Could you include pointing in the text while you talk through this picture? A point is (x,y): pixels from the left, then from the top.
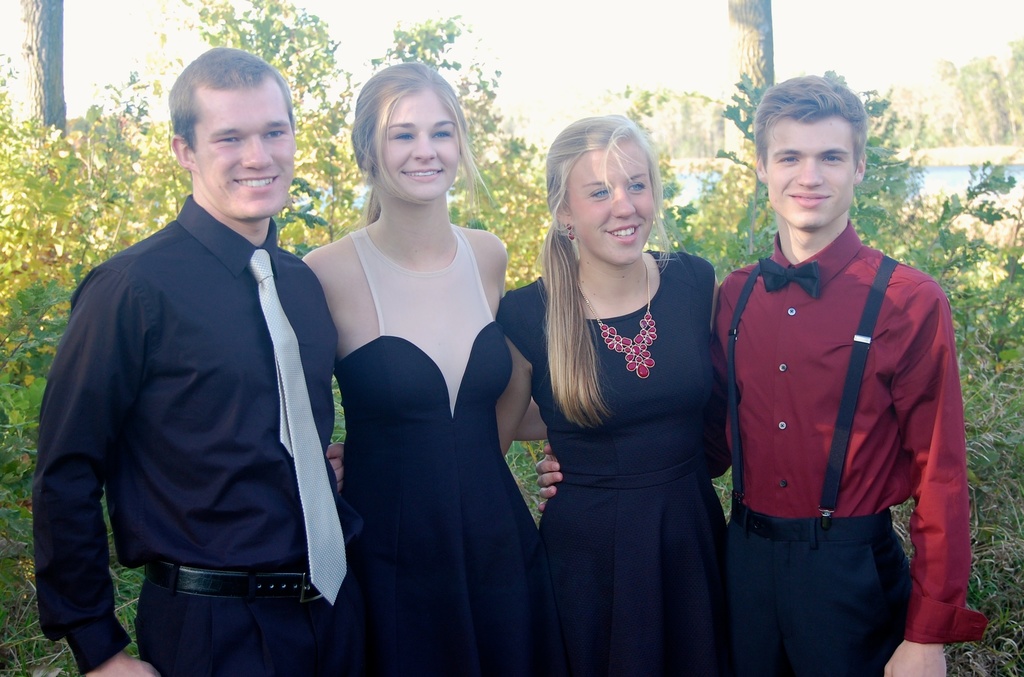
Here we can see two men (754,590) and two women (506,524). They are smiling. In the background (61,95) there are trees (959,101).
